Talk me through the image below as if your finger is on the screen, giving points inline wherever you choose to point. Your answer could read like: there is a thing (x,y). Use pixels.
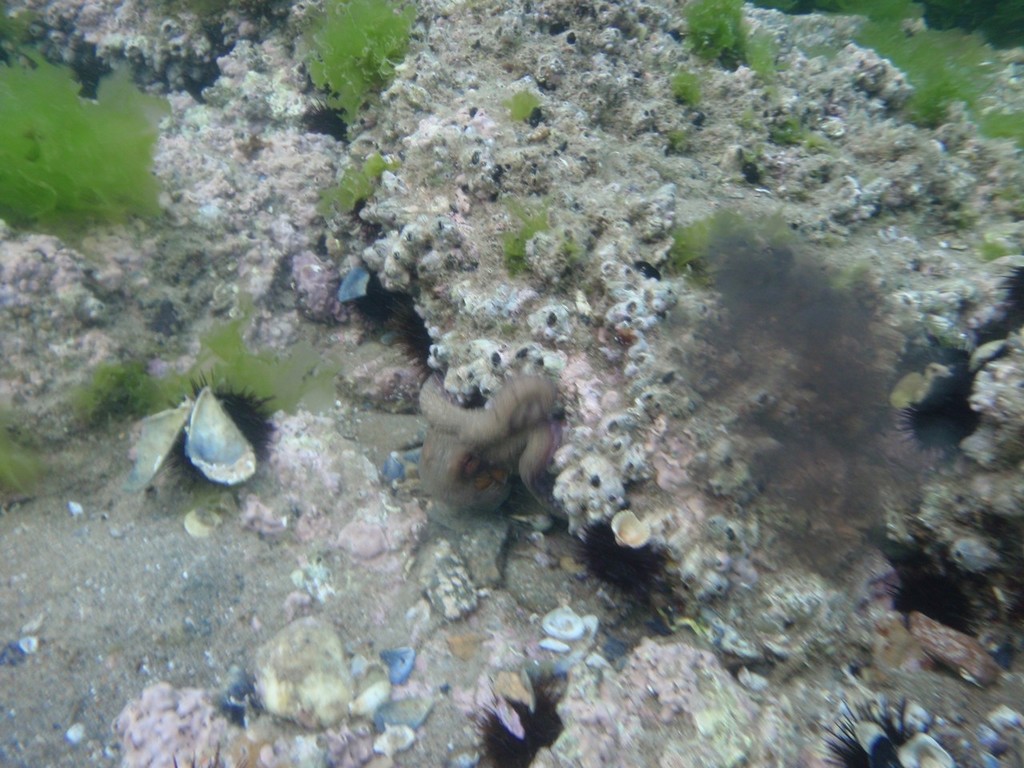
In this image there are a few coral reefs (437,224) in the water (536,697) and there is an algae (399,18) and a few shells (934,741).
